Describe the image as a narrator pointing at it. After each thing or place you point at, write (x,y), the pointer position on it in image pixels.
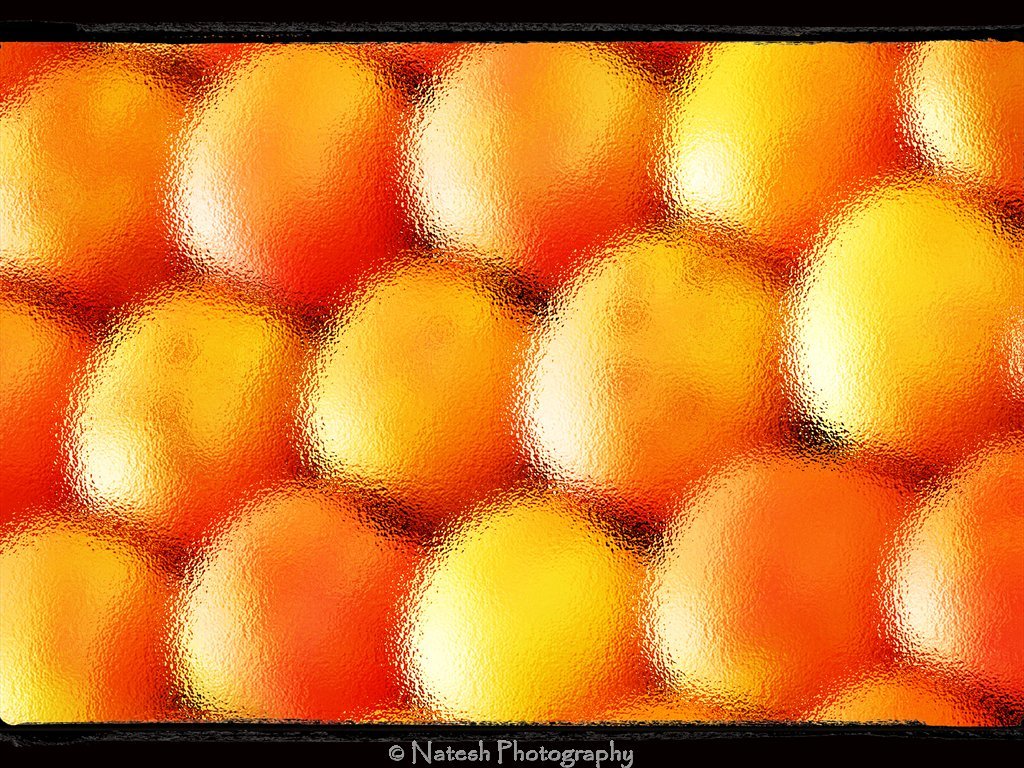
In this image, it seems like oranges (393,498) and it is blurred, at the bottom (396,751) there is some text (442,754).
